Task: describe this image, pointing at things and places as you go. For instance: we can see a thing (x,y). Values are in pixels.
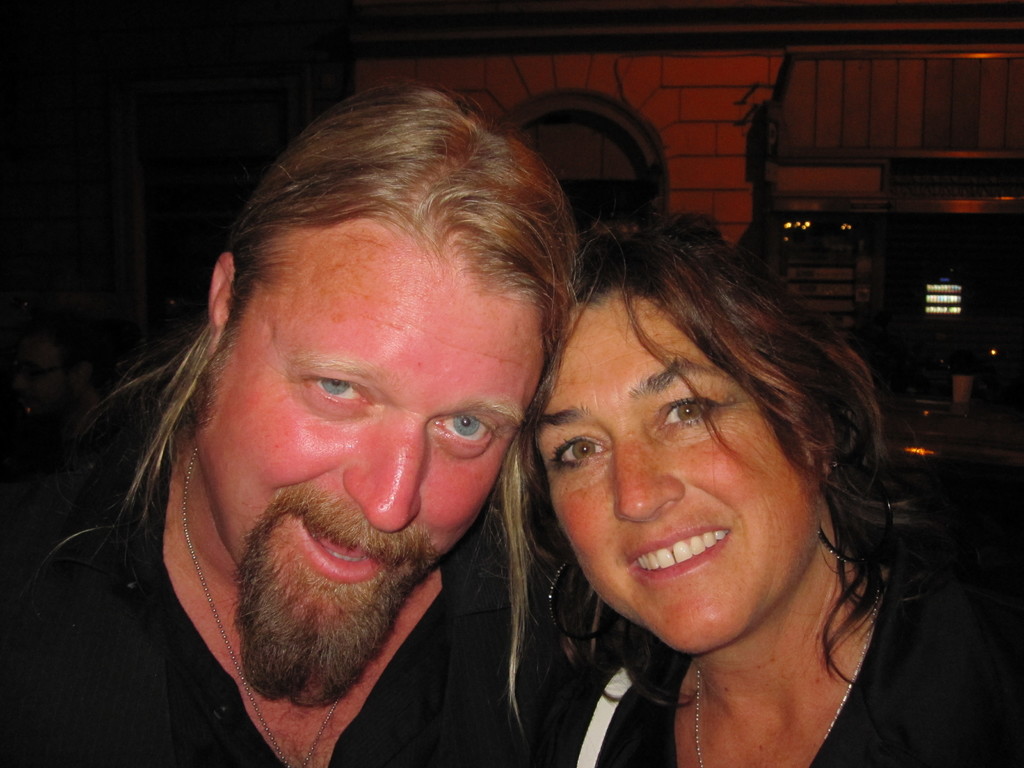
In the image I can see a lady (643,602) and a guy (65,607) in black dress (386,704) and behind there are some other things (812,129).
